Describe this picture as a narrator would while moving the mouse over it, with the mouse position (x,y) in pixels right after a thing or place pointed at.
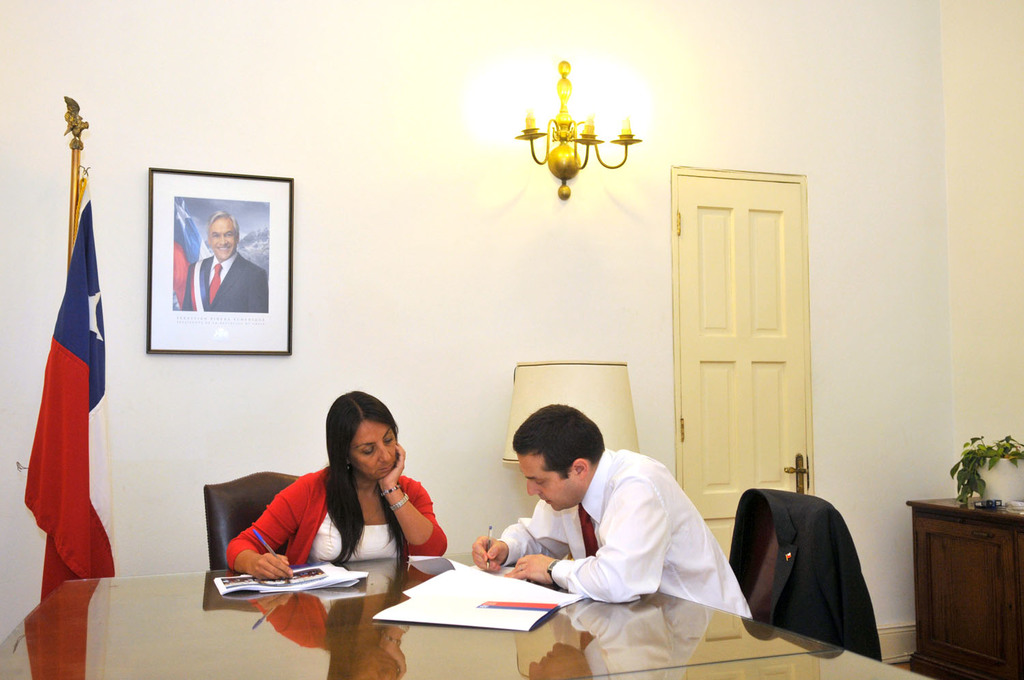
In this image I see a woman (363,401) and a man (577,447) who are sitting on chairs (210,485) and they are holding pens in their hands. I can also see a table (208,580) in front of them on which there are papers (491,580). In the background (49,557) I see the flag (77,194), a photo frame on the wall (468,320), lights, door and a plant (966,480) on this cabinet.
